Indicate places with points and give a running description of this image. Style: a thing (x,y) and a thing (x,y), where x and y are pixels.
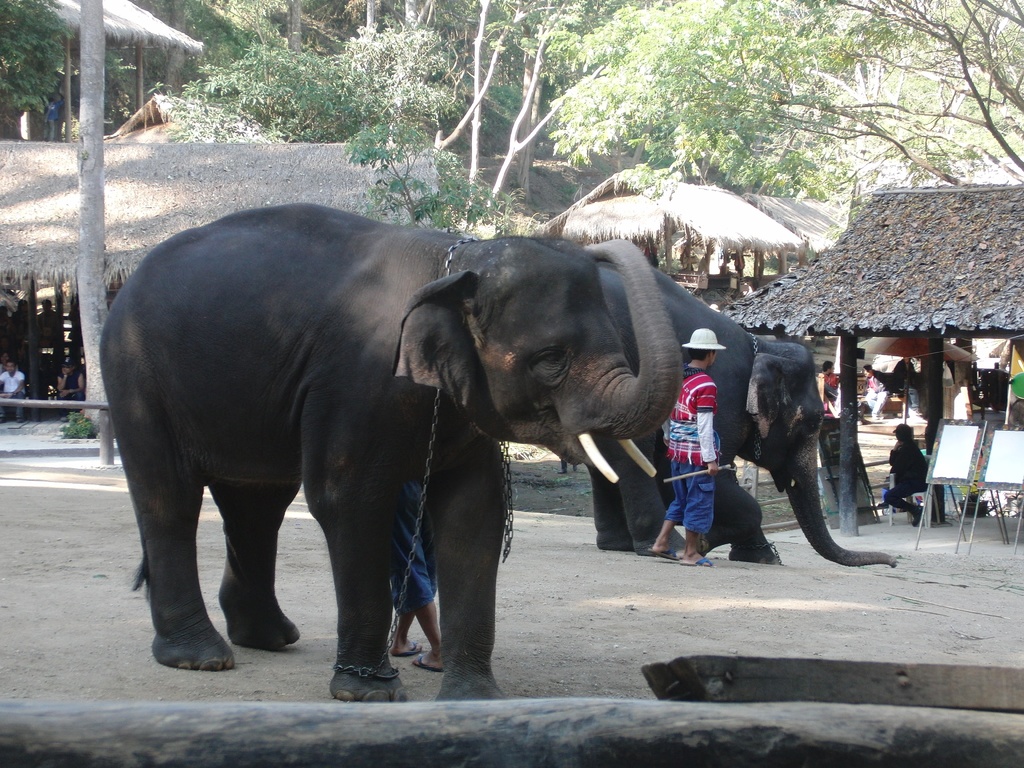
This are elephants (528,375), here a person (708,460) standing, this are huts (868,270) and tree (853,74).
